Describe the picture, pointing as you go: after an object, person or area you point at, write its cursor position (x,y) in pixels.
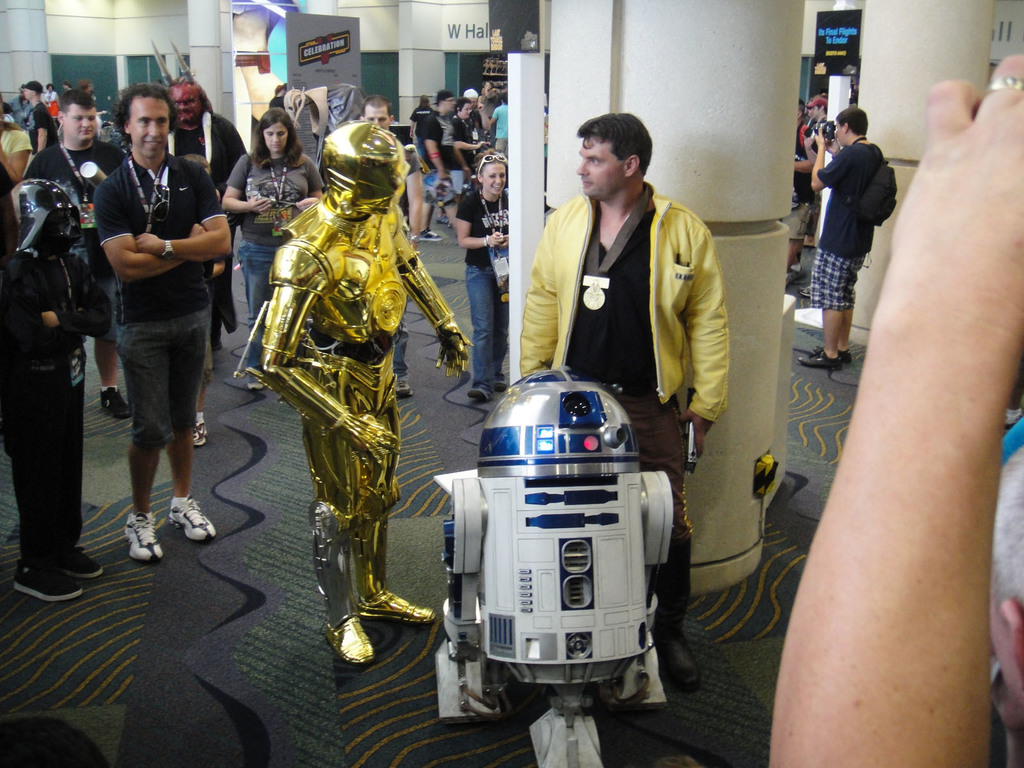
This image is taken indoors. At the bottom of the image (300,702) there is a floor (300,702). In the background (117,15) there is a wall (475,44). There are few pillars (560,55). There are many boards (339,45) with text (468,25) on them. In the middle of the image (602,292) many people (217,192) are standing on the floor (268,557) and a few (448,111) are walking. There is a robot (355,351) and there is a device (543,572).
